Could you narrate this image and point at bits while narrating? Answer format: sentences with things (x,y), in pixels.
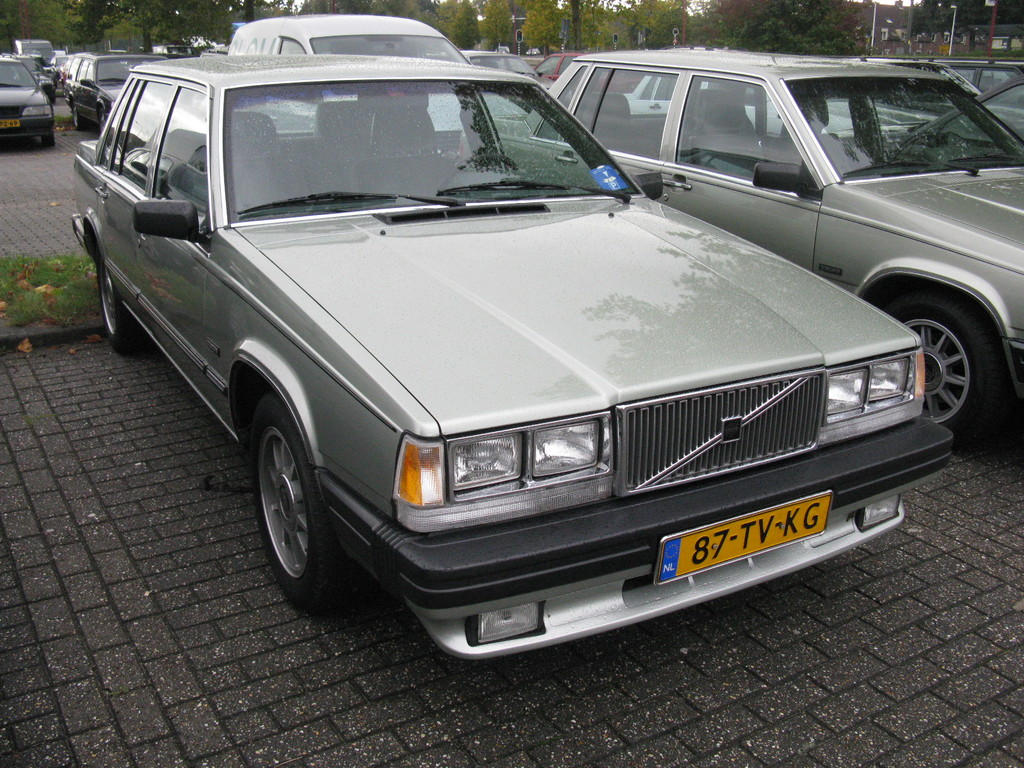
In this picture I can observe some cars (281,183) parked in the parking lot (162,609). In the background (106,33) I can observe some trees (533,18).
